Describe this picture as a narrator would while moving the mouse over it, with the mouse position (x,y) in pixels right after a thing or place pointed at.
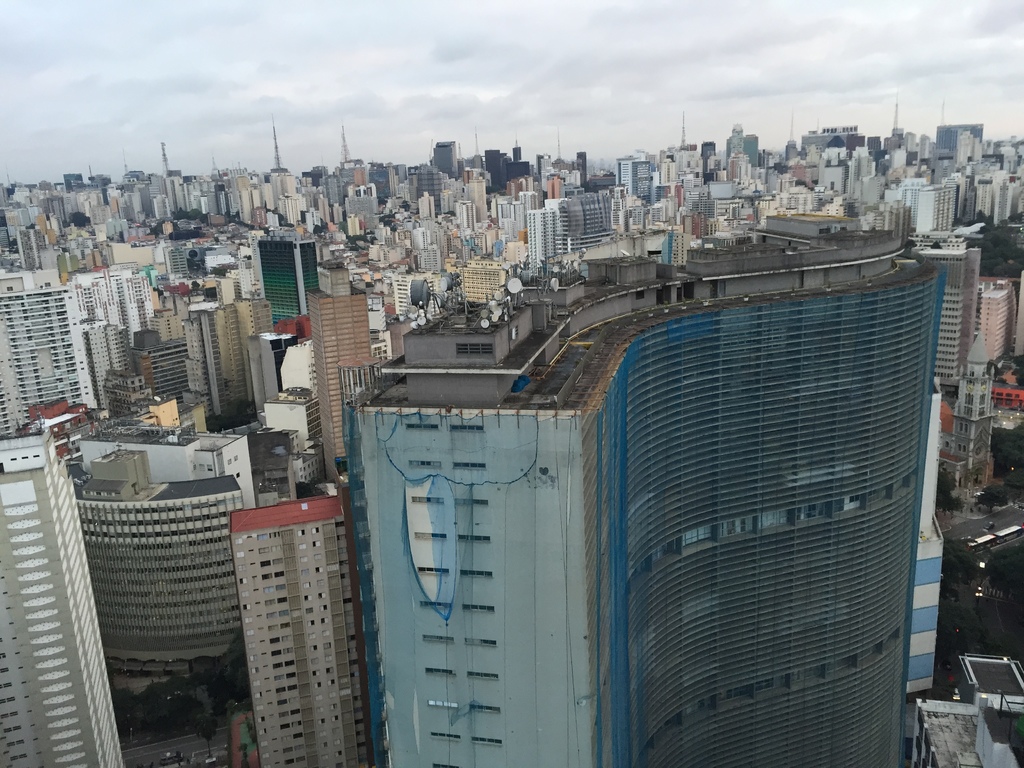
In this image we can see a group of buildings (674,305), towers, trees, the net (521,525) on a wall (494,574) and the sky (580,95) which looks cloudy.
